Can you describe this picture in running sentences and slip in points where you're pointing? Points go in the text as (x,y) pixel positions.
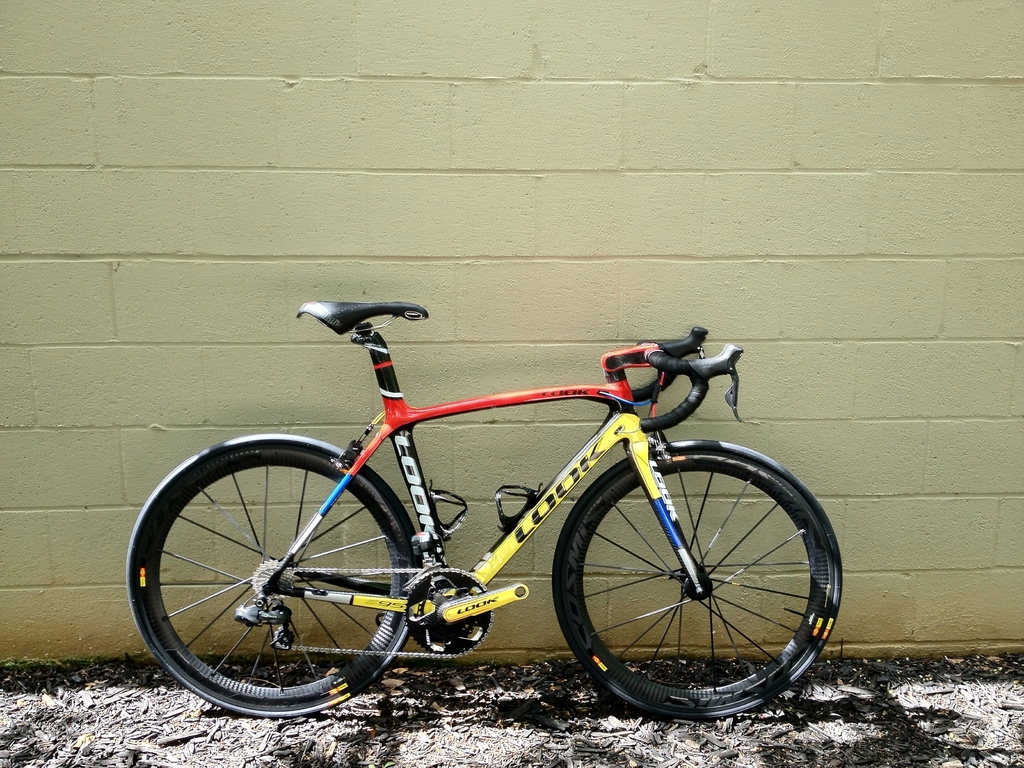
In this picture we can see a bicycle (146,554) on the path (496,674) and behind the bicycle (156,563) there is a wall (396,140).
